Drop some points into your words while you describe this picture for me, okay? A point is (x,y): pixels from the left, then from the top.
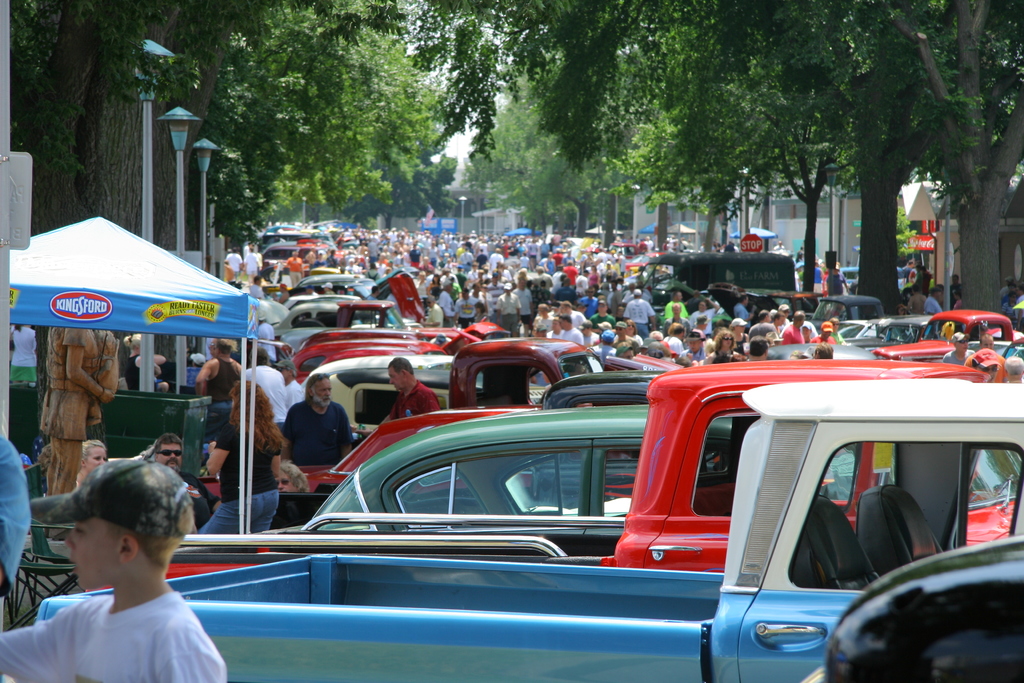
In this image I can see many vehicles (515,438) and the group of people (419,394) with different color dresses (538,321). To the side of these people (417,410) I can see the tent (128,316), poles (948,277), many trees (829,159) and also the boards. To the right (801,236) I can see the buildings (801,236) and there is a sky (447,149) in the back (465,143).
